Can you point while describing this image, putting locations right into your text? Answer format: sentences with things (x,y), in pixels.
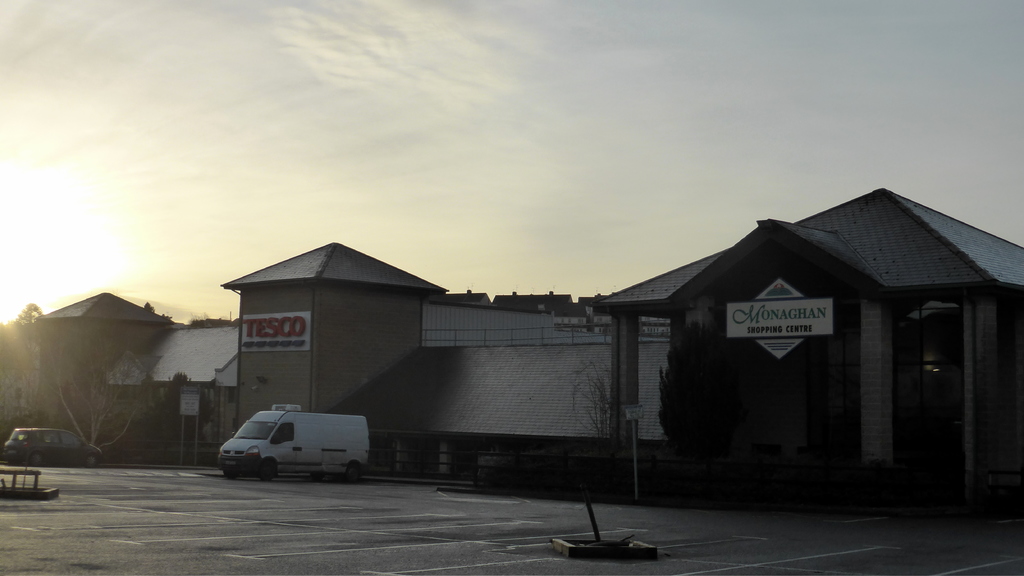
This image is taken outdoors. At the top of the image (226,125) there is a sky (597,98) with clouds (328,97). At the bottom of the image (434,550) there is a road (162,516). In the middle of the image (403,316) there are few houses (336,349). There are two boards (251,348) with text (750,319) on them. There are few trees (722,399). A car (55,441) and a van (285,440) are parked on the road (385,499).
